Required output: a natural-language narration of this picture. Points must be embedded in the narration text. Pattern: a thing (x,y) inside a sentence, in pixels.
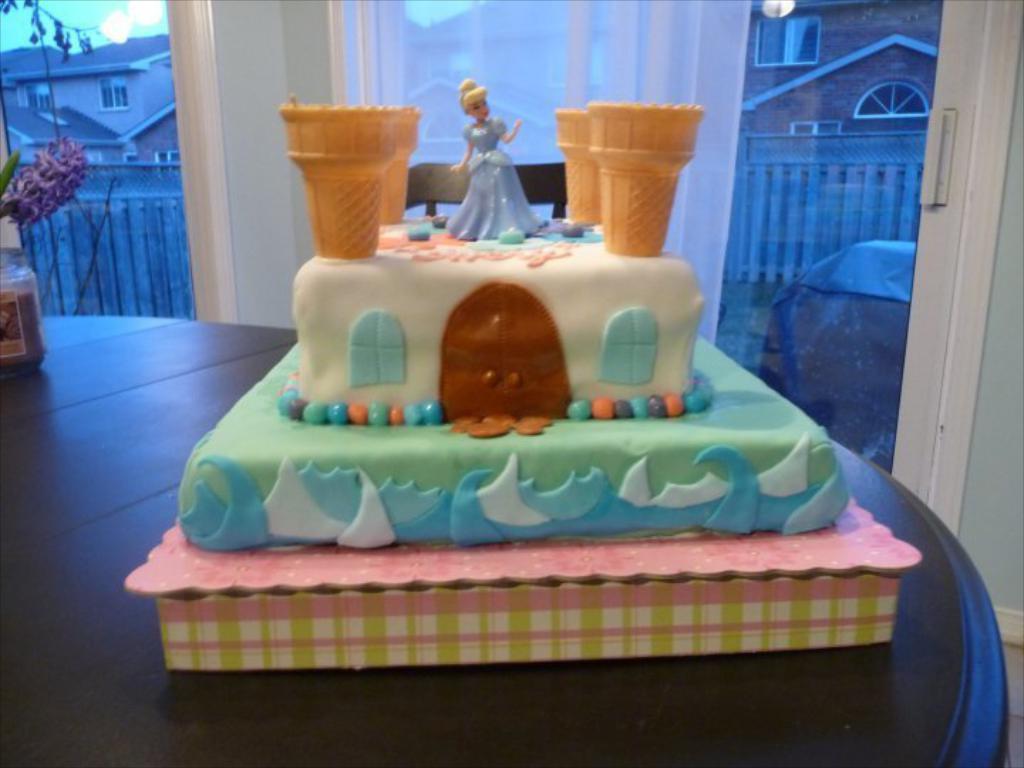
In this picture we can see a cake (291,481) on the table (382,710). Here we can see a jar (34,350). On the cake (349,318) we can see ice cream cone (374,134), doll (485,130) and house design (462,279). In the background (837,95) we can see many buildings (885,106). Here we can see fencing (108,246). On the top left corner (132,9) there is a sky (138,20). Here we can see leaves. On the right (872,267) we can see couch (842,315) near to the door (924,322).
